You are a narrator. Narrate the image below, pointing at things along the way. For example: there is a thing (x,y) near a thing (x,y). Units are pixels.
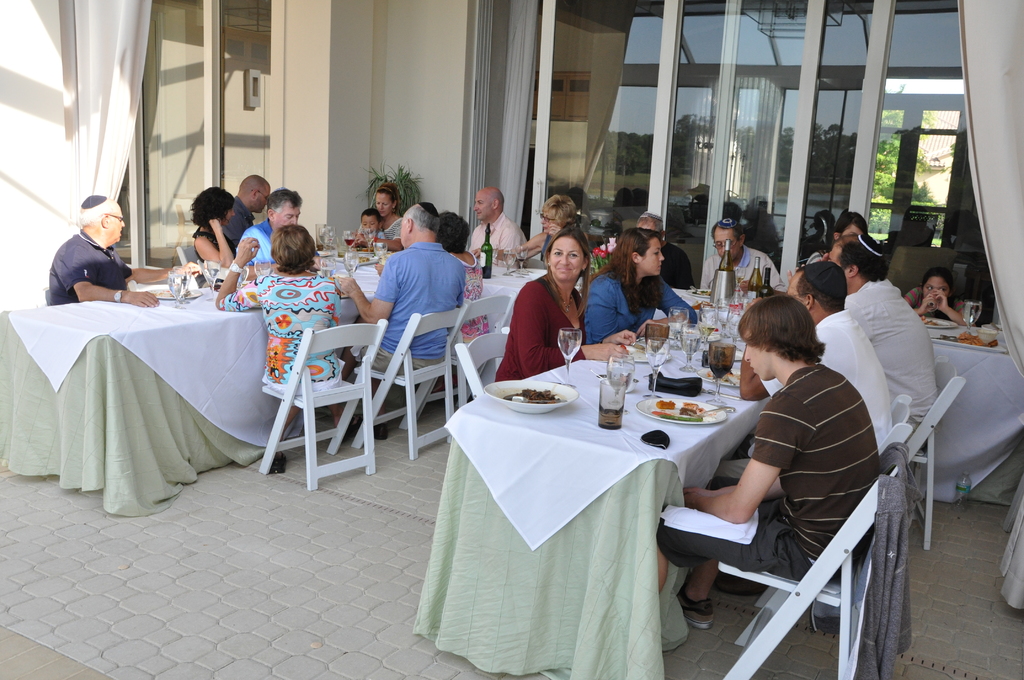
This Picture describe about the open terrace (213,631) lunch on the two table (578,630) on which a group of man (779,453) and woman (540,332) are eating and enjoying the meals (676,404), On the table (643,370) we can see food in the plates (708,422), spoons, forks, beer glass (714,360), and bottles (760,291). Many man (844,276) and woman (548,304) are sitting on the another table (216,336) and discussing and enjoying the meals (662,407). On the behind we can see big glass window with white curtains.
